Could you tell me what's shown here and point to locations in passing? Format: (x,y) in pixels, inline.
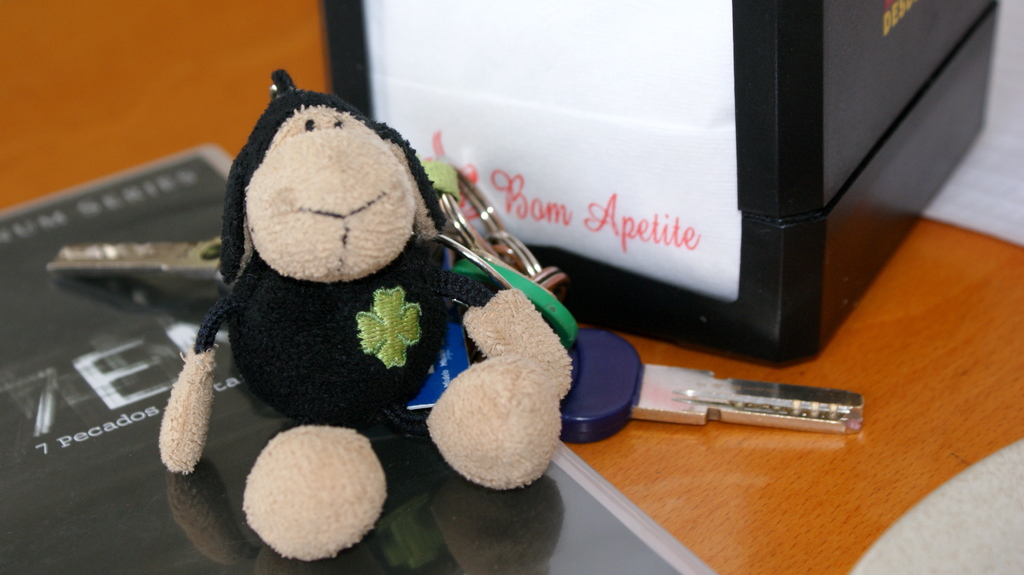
In this image I can see a toy (378,326), keychains (561,276), board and a box (634,299) on the table (633,432). This image is taken may be in a room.
